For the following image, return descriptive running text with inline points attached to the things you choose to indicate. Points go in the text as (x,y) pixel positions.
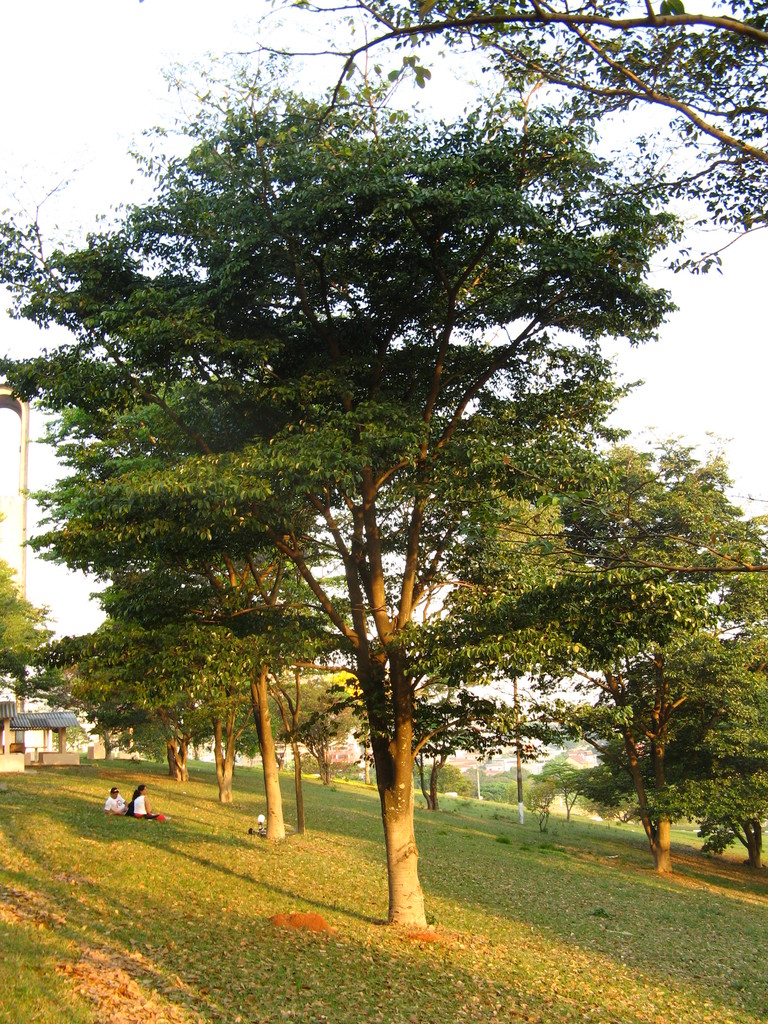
In this image there are trees (229,670) and we can see people (144,806) sitting. On the left (24,732) there is a shed (30,746). In the background (140,190) there is sky (523,95) and we can see a pole (22,531).
